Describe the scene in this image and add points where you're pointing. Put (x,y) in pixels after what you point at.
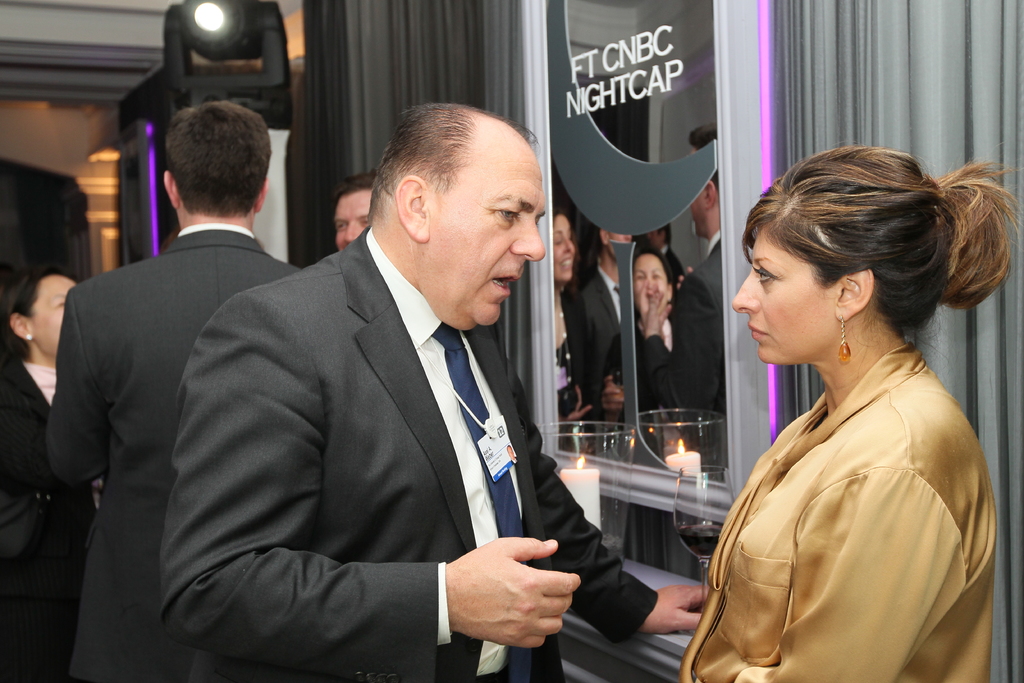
In this picture I can see group of people (437,347) standing, there is a mirror (712,403), there is a wine glass (697,475), there is a candle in a glass (590,449), there are curtains (924,34) and a focus light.
